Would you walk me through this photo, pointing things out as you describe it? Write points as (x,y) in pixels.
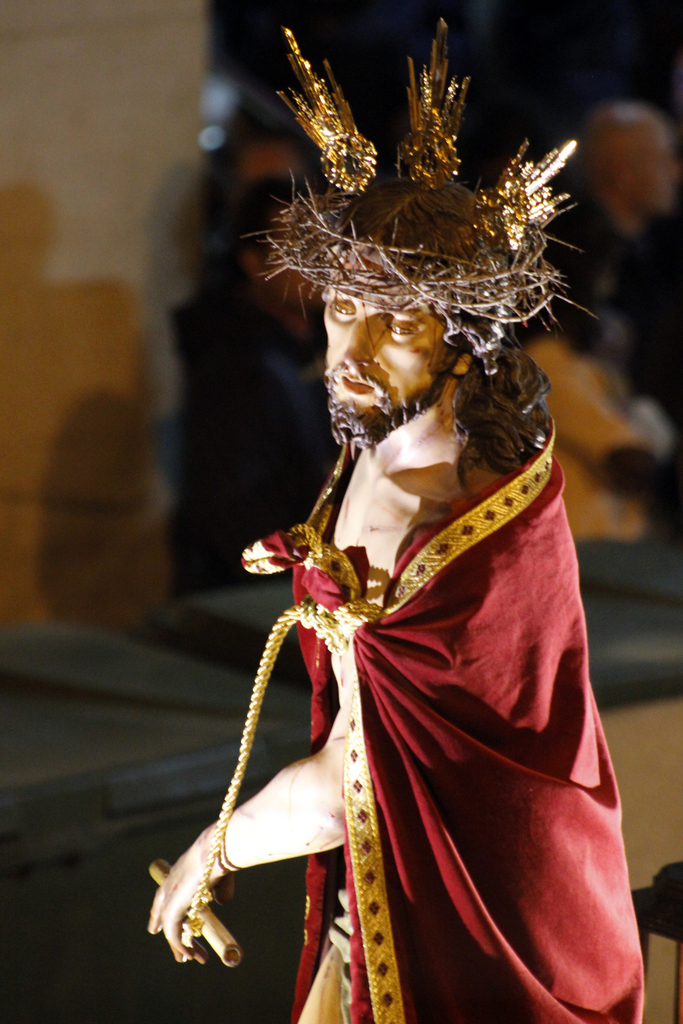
In the image there is a statue (338,549) of a person (347,367) with thorns crown (430,292) on head (451,204) and a cloth (421,678) over his body (337,528) and behind it seems to be few persons (308,332) standing.
